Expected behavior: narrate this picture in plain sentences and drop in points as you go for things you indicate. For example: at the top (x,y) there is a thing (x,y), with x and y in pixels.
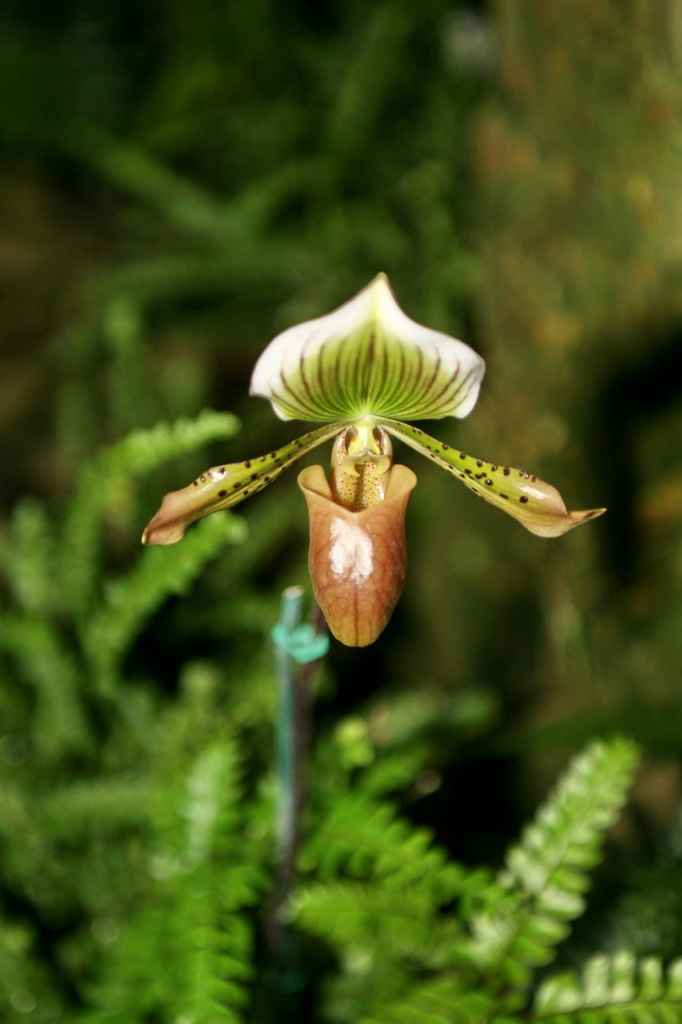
In the center of the picture (328,612) there is a flower (428,391). In the background (177,300) there is greenery (123,1009).
